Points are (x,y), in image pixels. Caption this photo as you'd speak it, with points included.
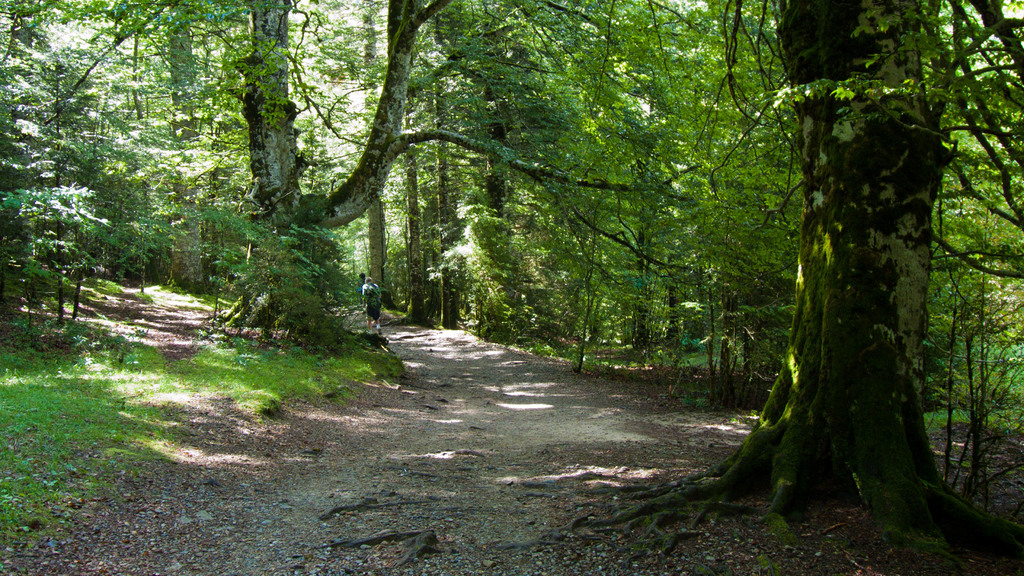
In this image I see number of trees (704,92) and I see the green grass (252,406) and I see the path (400,409) and I see a person (377,313) over here.
